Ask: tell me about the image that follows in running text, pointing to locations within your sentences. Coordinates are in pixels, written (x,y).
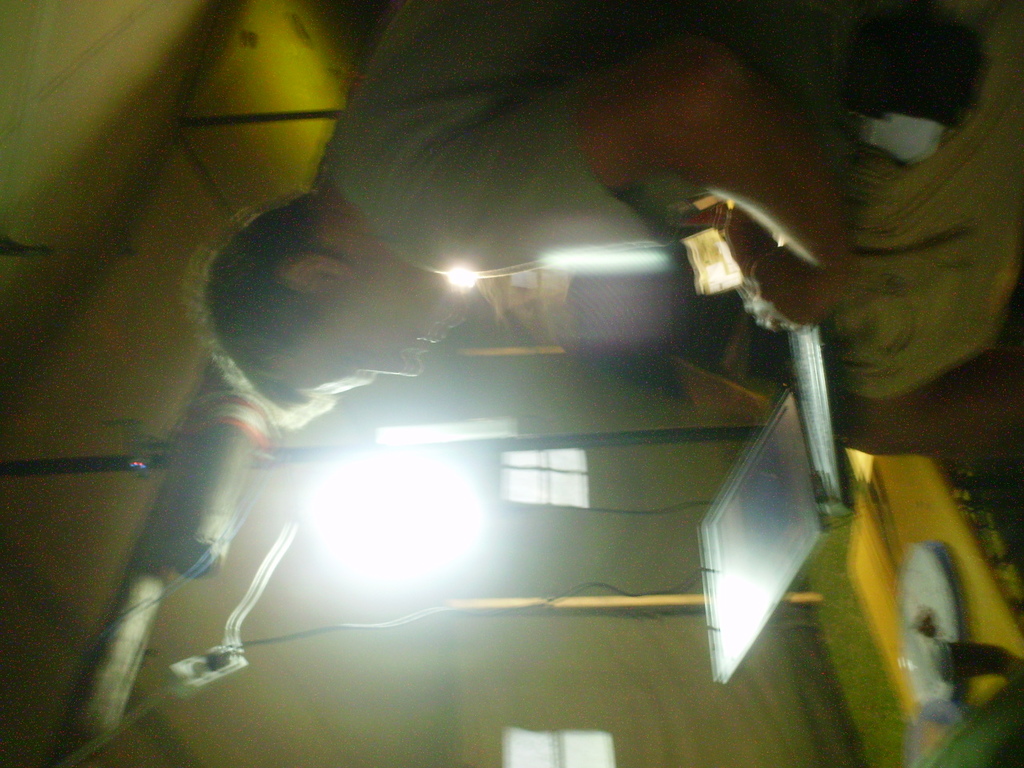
In this image I can see a person (733,143) is sitting and holding a laptop (803,414) in his lap (932,258). In the background (355,495) I can see a light (321,478), a black colored rod (301,457), few wires (620,510), a yellow colored tent (309,471), few window (516,745) of the tent (478,563) and I can see a yellow colored object (962,550) on which I can see a plate (903,663), a cup (947,673) and few other objects (954,674).
